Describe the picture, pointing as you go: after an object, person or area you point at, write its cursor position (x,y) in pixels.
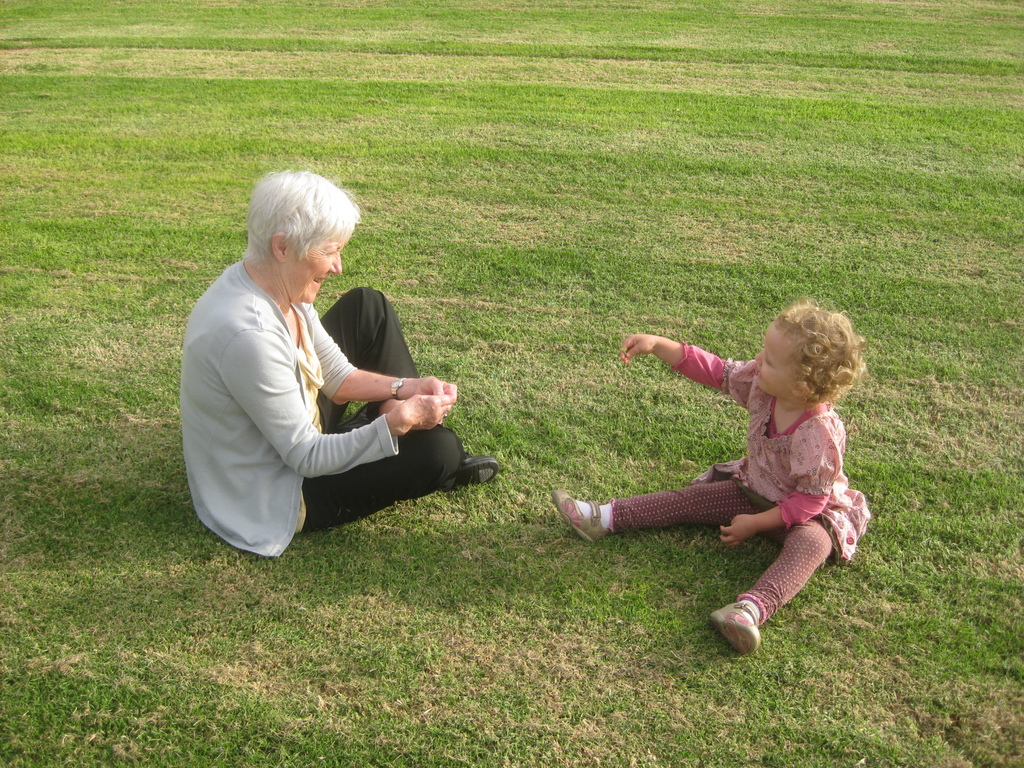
In the image a woman (358,399) and a kid (810,492) are sitting on the grass (147,409), both of them are looking at each other and the woman (318,387) is laughing.
